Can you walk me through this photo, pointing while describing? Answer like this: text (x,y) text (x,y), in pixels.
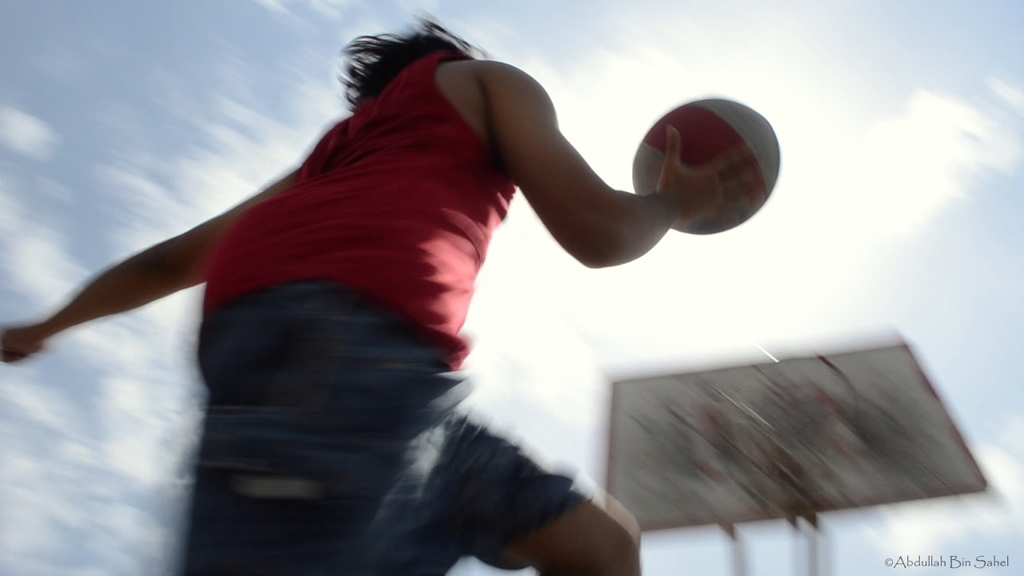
A person (519,187) is holding ball (711,161), this is sky (706,265).
